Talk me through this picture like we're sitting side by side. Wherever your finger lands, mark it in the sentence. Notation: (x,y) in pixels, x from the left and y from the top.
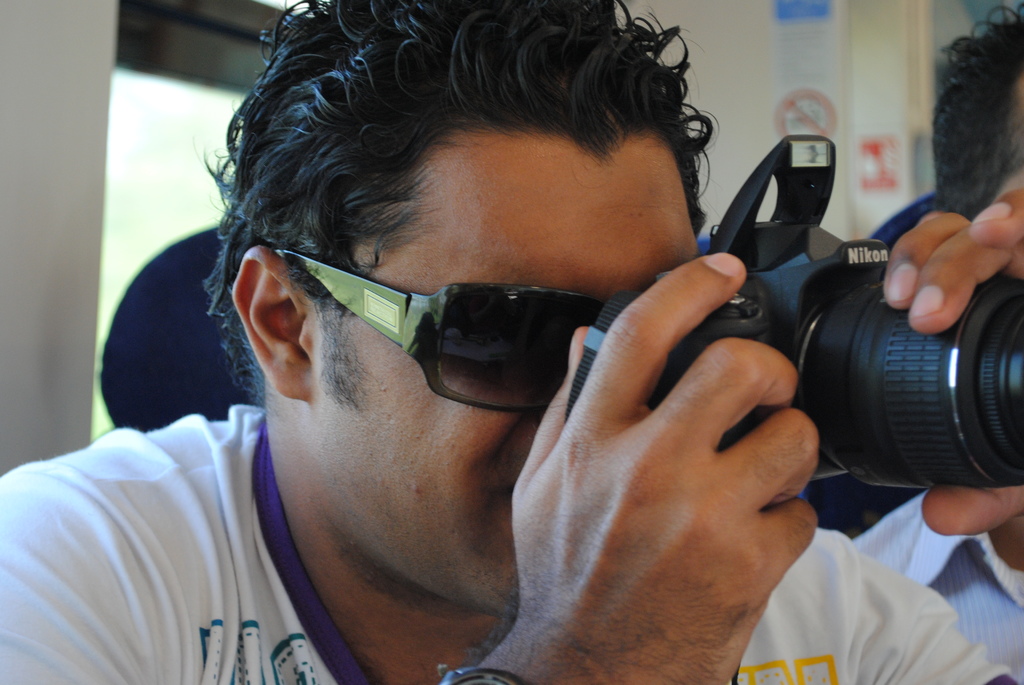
In the center of the image (537,425) there is a man (545,470) who is wearing glasses (510,362) is holding a camera (825,366) in his hands (751,376) maybe he is trying to click a pic next to him there is another man (977,572). In the background (807,133) there is a wall (744,72).
